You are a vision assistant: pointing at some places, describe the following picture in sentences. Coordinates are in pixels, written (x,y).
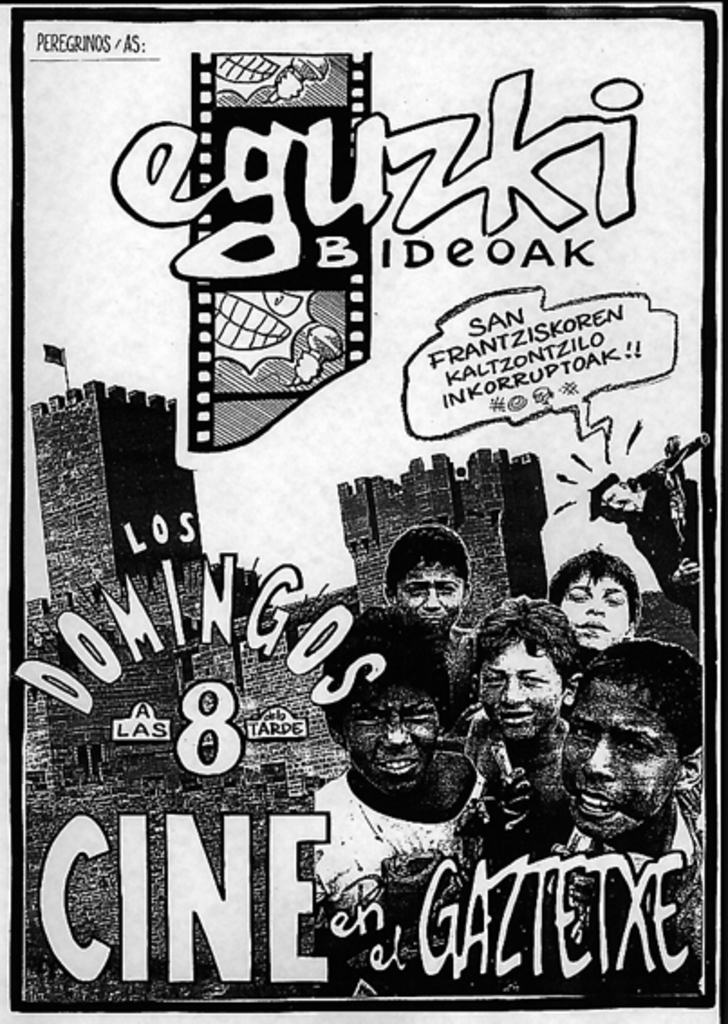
In the image we can see the poster (467,381) in the poster (453,445) we can see the black and white picture (443,673) of the people (476,721) and the text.
